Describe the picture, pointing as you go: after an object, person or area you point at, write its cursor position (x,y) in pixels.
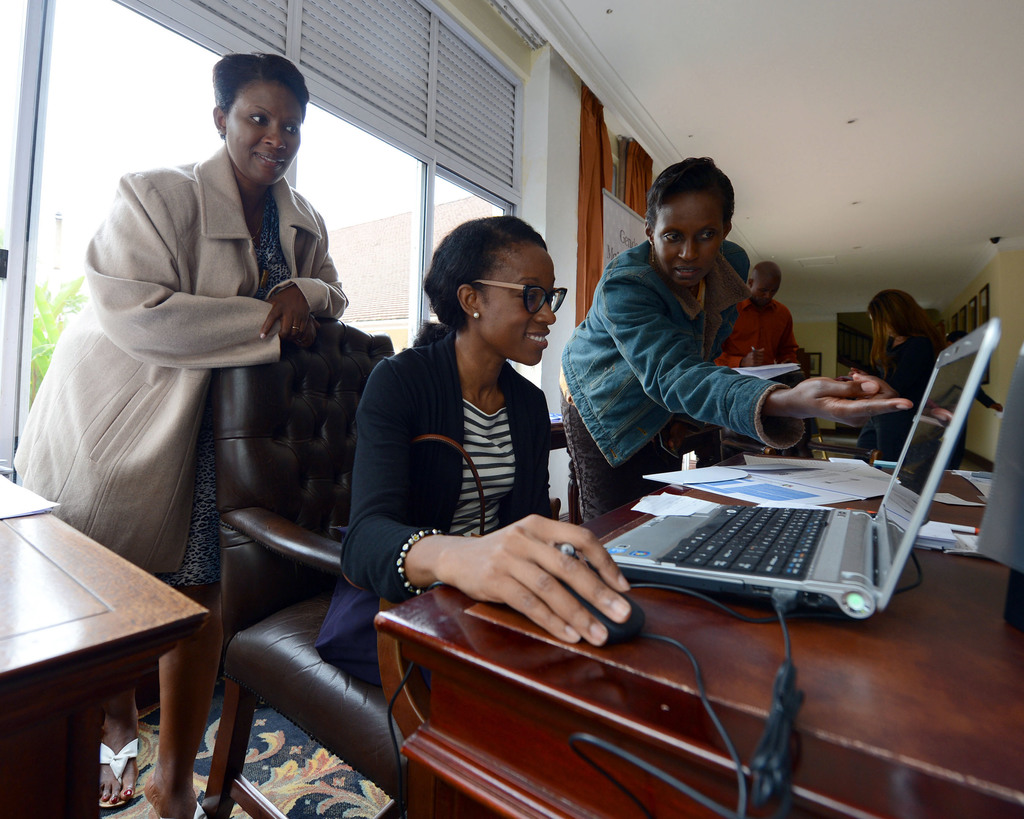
There is a woman (391,508) sitting on the chair (253,637) at the table (807,624) and working on the laptop (826,580) beside it there are papers (849,499) on the table (879,683). In the background (433,317) there are few people (707,204), window (473,209), curtain (601,196), wall (564,160). Through window (72,283) we can see sky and trees (42,312).
